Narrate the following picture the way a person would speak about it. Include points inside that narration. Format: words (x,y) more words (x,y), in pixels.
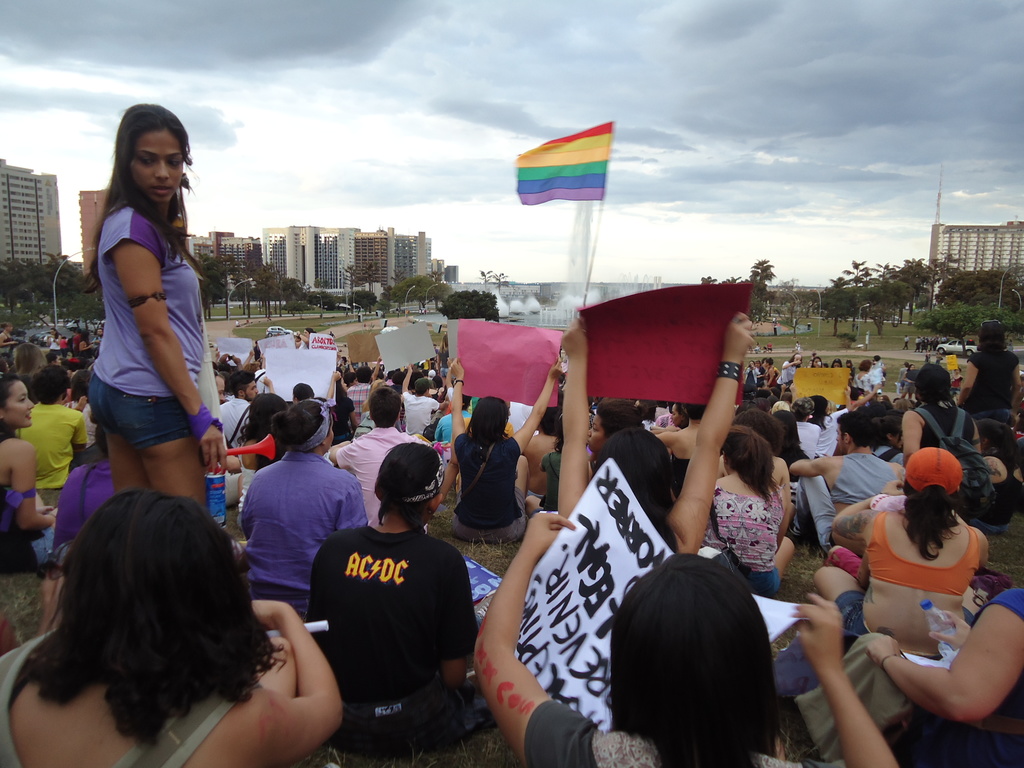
In this at front (677,320) people (620,468) are sitting on the ground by holding the banners (639,357). In front of them there is a flag (556,169), fountain (573,226). At the background (394,255) there are trees (30,273), building (17,210) and sky (410,64).
